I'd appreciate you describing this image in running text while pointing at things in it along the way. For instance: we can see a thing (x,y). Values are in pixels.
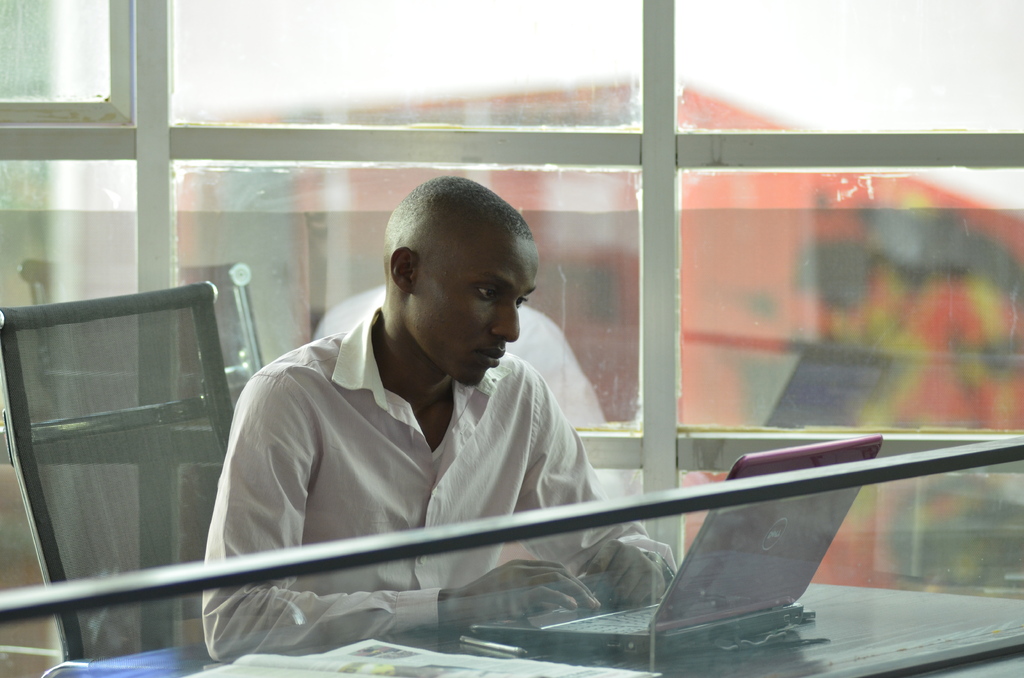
In this image I can see a person (332,486) wearing white colored shirt (307,476) is sitting on a chair (178,461) in front of a desk (312,647) and on the desk (423,647) I can see a paper (386,650), a pen (485,644) and a laptop (691,631). In the background (807,400) I can see the glass window (722,287) through which I can see a orange colored building (705,228) and the sky (245,50).
